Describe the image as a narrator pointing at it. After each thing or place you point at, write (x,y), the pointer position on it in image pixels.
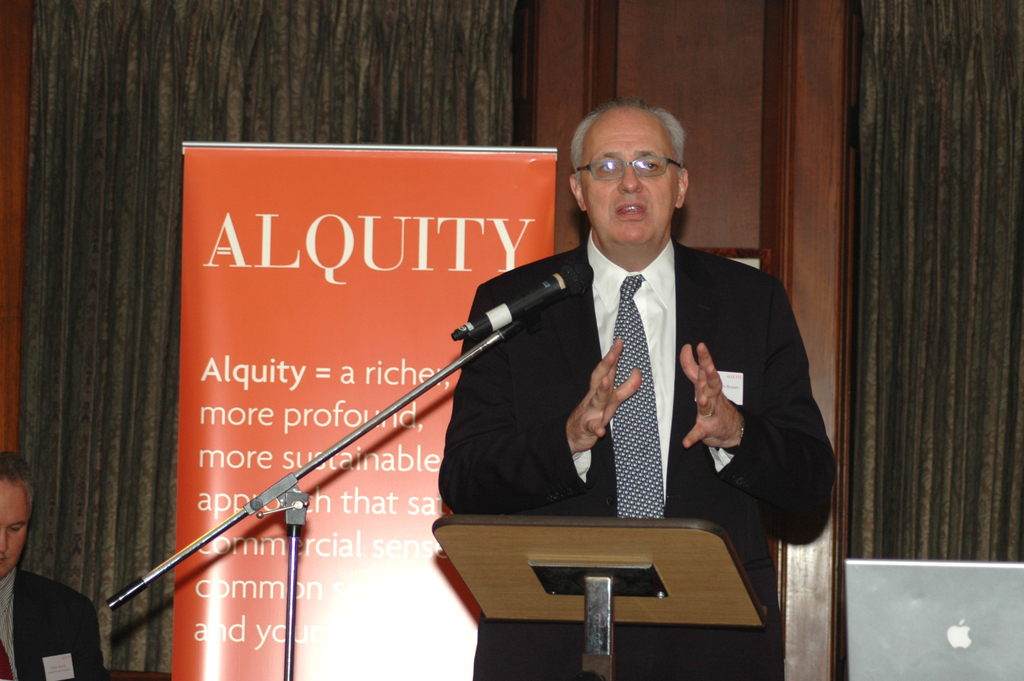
In the image we can see there is a person (687,367) standing near the podium (680,593) and he is wearing a formal suit (528,460). Behind there is a banner (407,315) and there is a person (57,594) sitting at the back (72,599).
